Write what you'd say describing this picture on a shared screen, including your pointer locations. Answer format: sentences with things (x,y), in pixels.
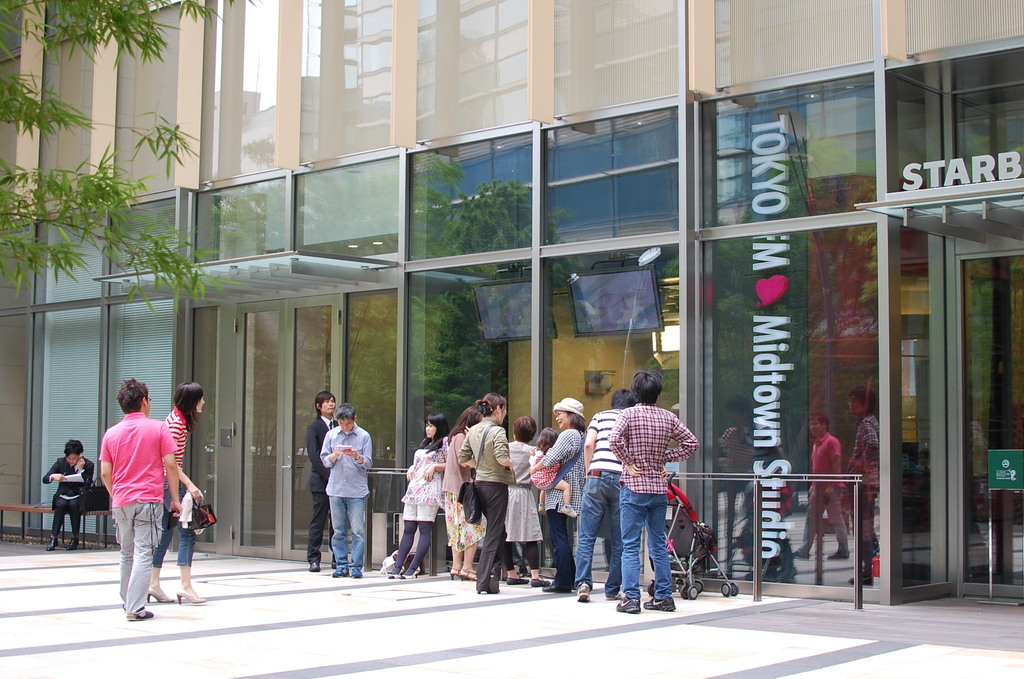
This is the picture of a building (695,150). In this image there are group of people (689,444) standing and there is a woman (76,503) sitting on the bench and holding the book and there is a baby stroller (678,564). At the back (56,323) there is a building (56,323) and there is a reflection (245,77) of sky (259,42), building (383,135) and tree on the mirror (424,176). There is a text (904,174) on the building (48,396). On the left side of the image (119,180) there is tree (143,45).
